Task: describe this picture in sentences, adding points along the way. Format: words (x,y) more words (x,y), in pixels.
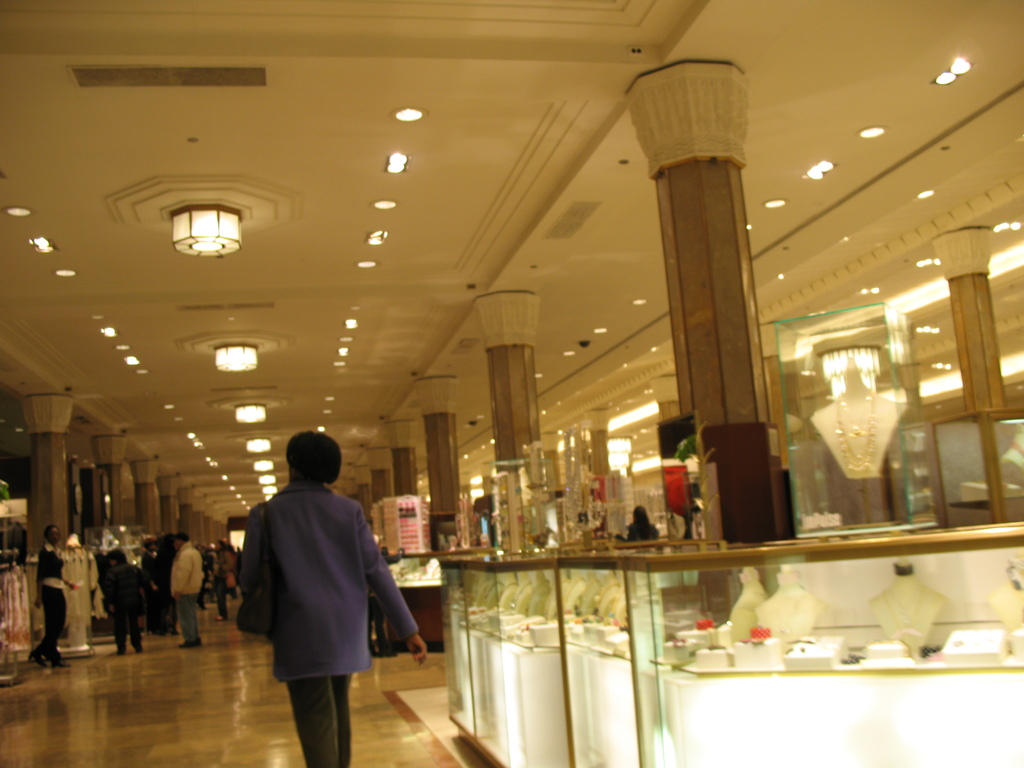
In this picture I can observe some people (193,574) standing on the floor (204,613). On the right side (690,594) I can observe jewellery (618,625) placed in the shelf (596,607). I can observe lights (185,246) fixed to the ceiling (357,347).
